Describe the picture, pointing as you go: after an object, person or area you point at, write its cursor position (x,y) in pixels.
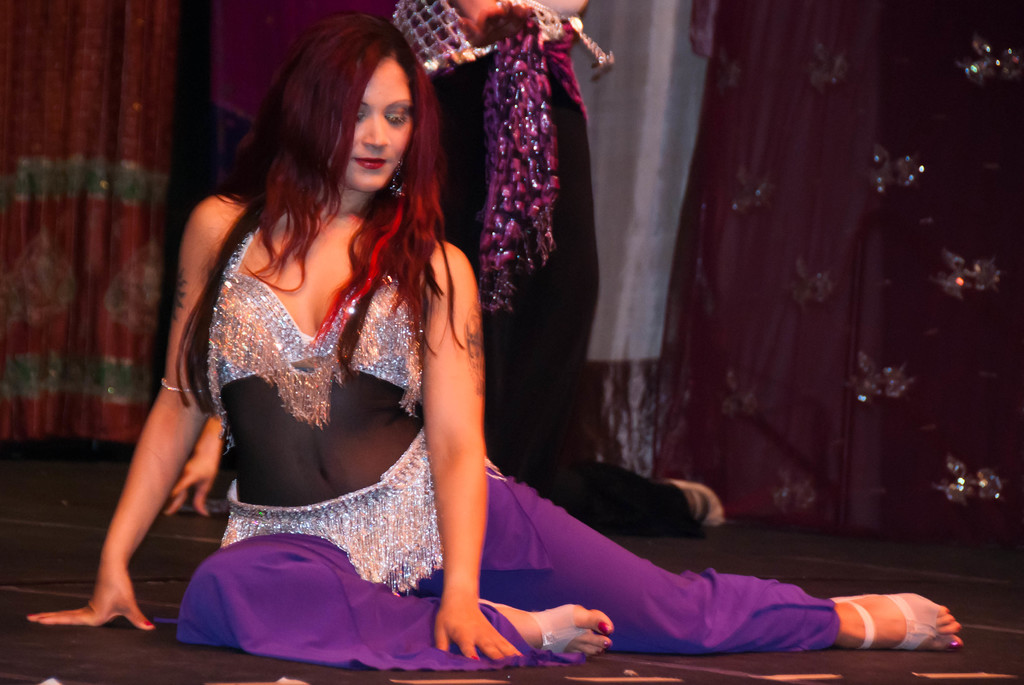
In this image I can see three persons (464,327) and I can see two of them are sitting on the floor (674,657). I can also see two of them are wearing costumes (382,328). In the background of the image (659,175) I can see few curtains (47,149).
